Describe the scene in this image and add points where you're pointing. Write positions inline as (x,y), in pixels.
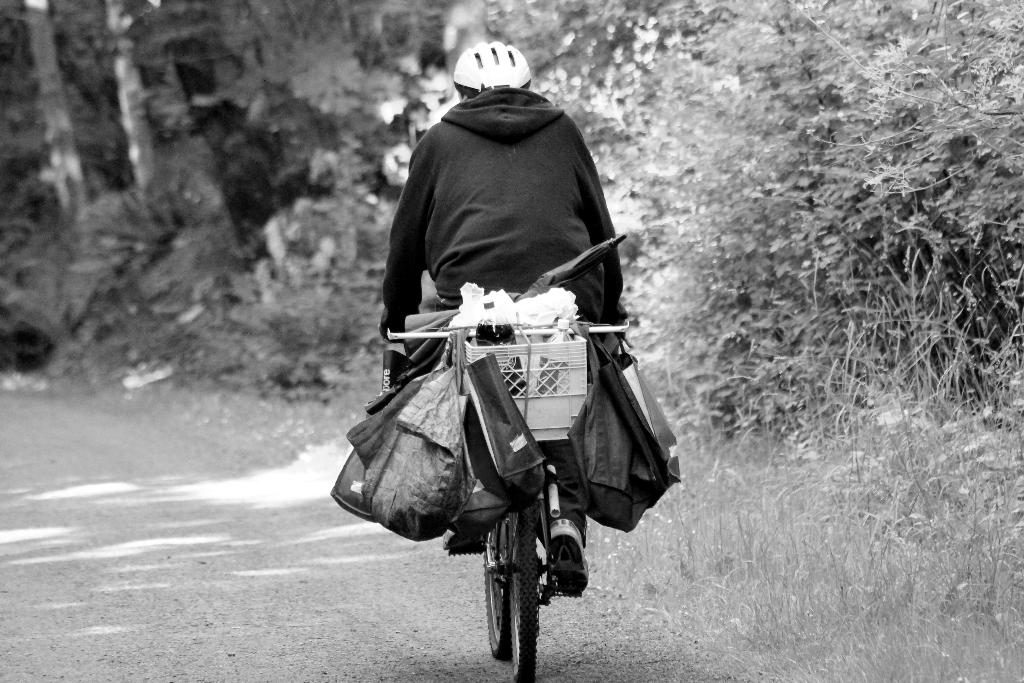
In this image there is a person (575,574) riding a bicycle (519,577) on the path (277,456), on the bicycle (534,616) there are few objects (516,400) and bags (491,386) are hanging. On the right side of the image (939,307) there are trees (750,168) and grass (803,545).
